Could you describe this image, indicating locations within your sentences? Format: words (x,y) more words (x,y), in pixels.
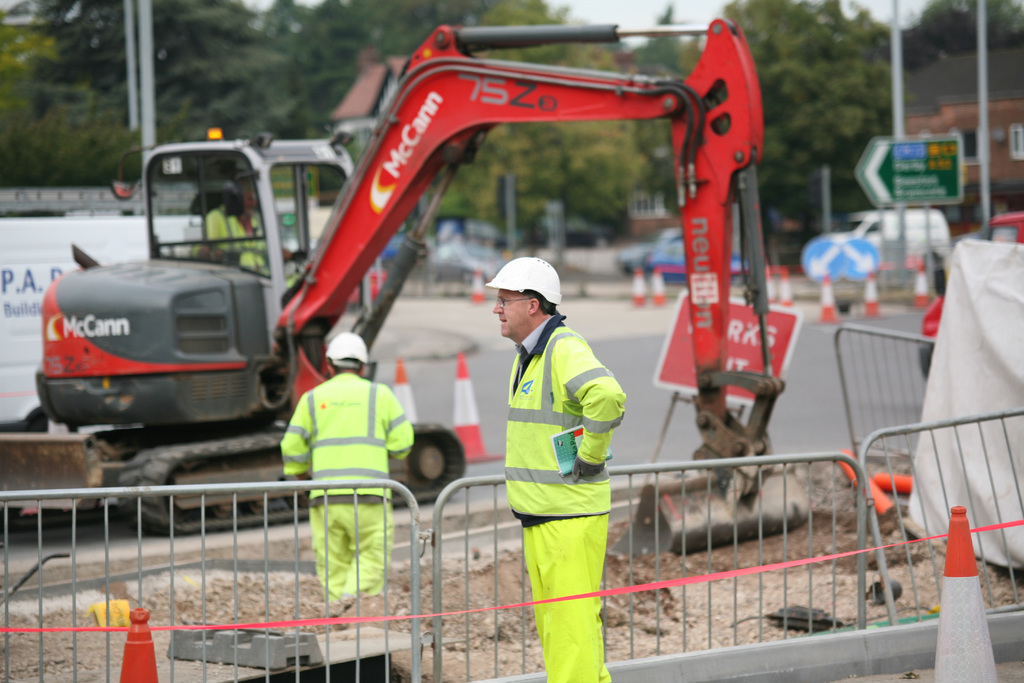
In this picture we can see three people (289,465), fences (491,478), traffic cones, soil (428,590), direction boards (944,154) and an excavator (731,383) on the road (442,375). In the background (592,242) we can see poles (513,251), trees (600,220), vehicles (472,229), buildings (1005,112) with windows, some objects (104,195) and the sky (594,7).
